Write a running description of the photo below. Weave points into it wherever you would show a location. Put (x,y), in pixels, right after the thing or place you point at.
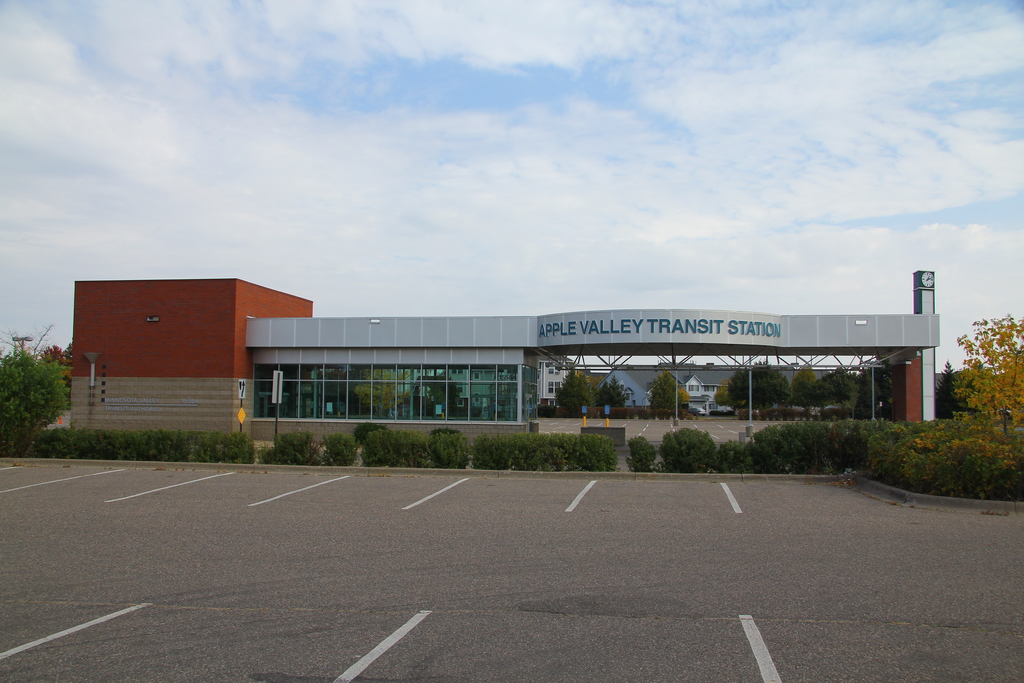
In the picture I can see a building (462,405), plants (486,455), white lines (351,670) on the road (340,536), trees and some other objects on the ground (400,545). In the background (559,135) I can see the sky (494,146).
